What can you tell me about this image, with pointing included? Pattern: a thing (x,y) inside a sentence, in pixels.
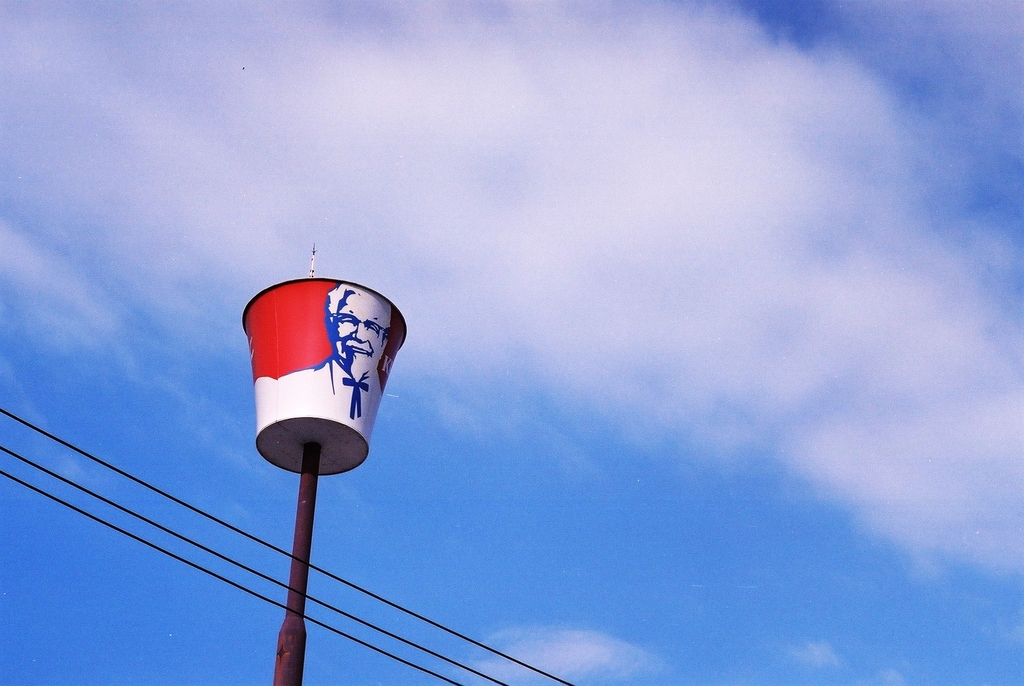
In this image there is a KFC bucket (283,311) to the pole (305,470), there are cables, and in the background (250,550) there is sky (636,345).
